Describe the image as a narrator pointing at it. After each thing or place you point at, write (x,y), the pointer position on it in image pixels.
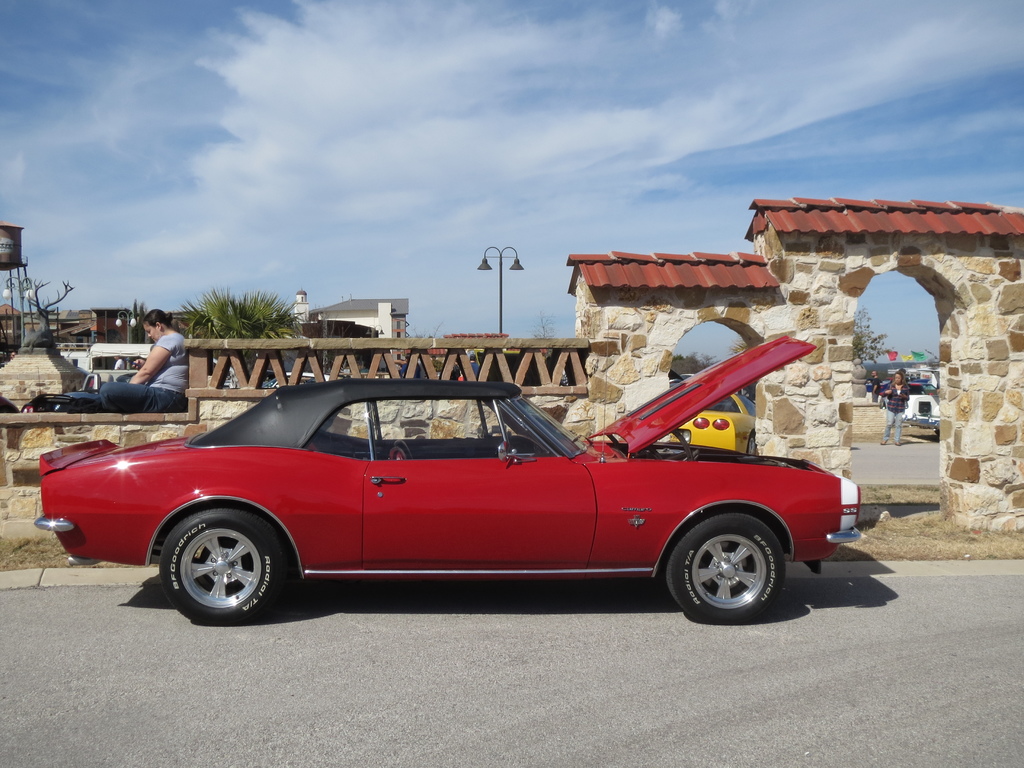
In this picture I can see a red and black color car (423,458) on the road (37,688) in front (163,522) and in the middle of this picture (595,258) I can see the arches (630,318) and I see a woman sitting on the wall (9,494). In the background (533,169) I can see few trees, few cars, few light poles (21,312) and the cloudy sky (377,95).
